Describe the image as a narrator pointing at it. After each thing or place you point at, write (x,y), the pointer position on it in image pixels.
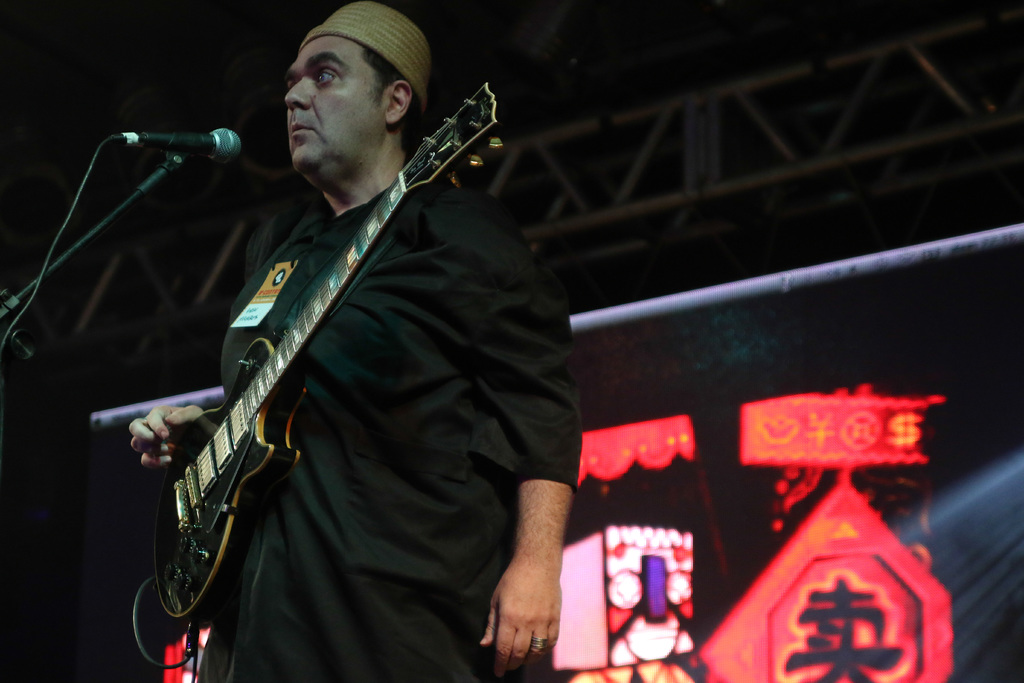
In this image there is a man (342,567) standing and wearing a guitar (251,502) near the microphone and in back ground (601,609) there is a banner (686,367).
